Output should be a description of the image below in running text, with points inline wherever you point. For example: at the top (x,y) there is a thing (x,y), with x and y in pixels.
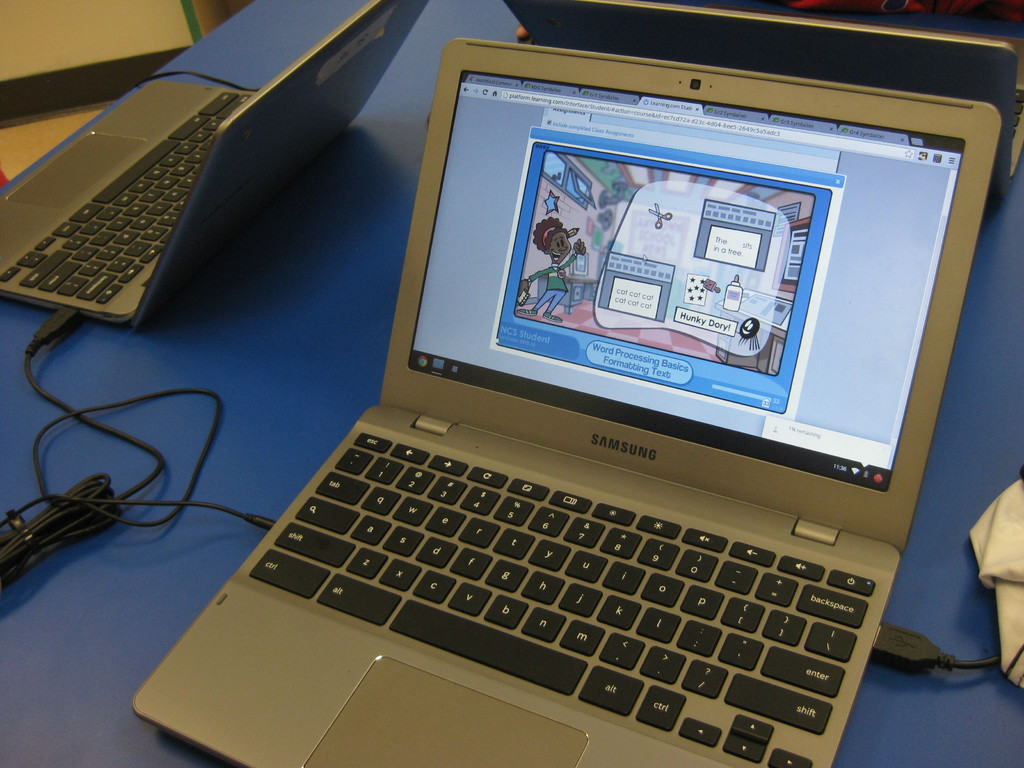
In this image we can see laptops (626,412), cables (58,542), and a cloth (998,507) on the table (294,370). On the screen (651,416) we can see a picture (761,360).
